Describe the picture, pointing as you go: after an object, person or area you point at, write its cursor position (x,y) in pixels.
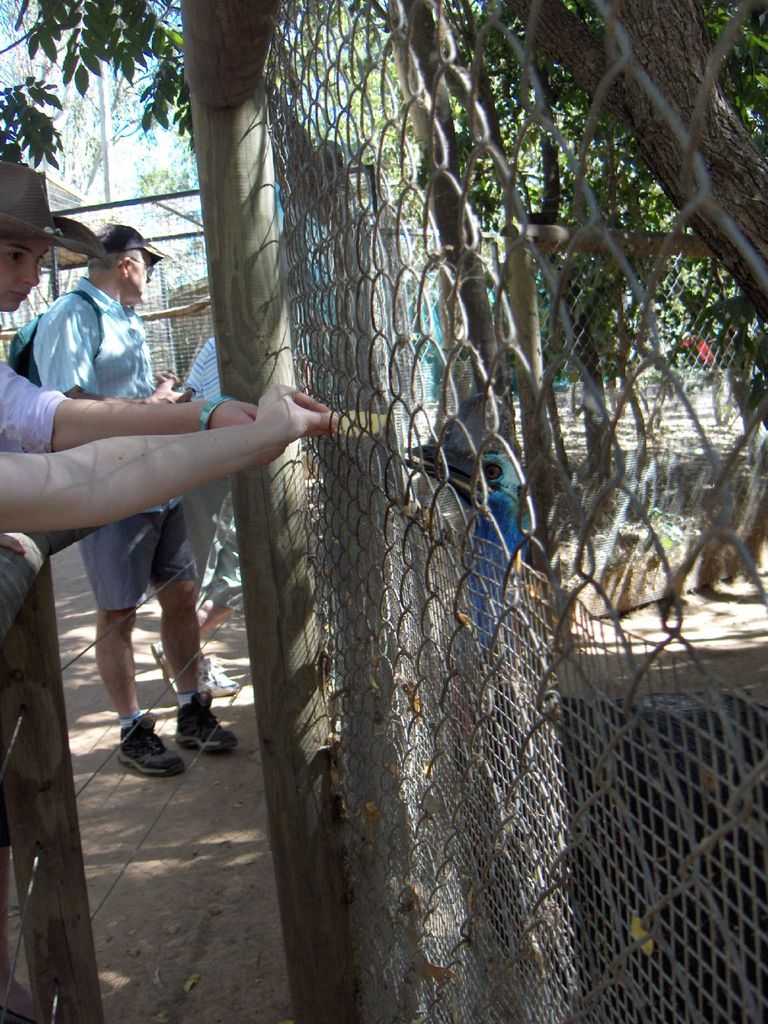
There are few people (85,438) standing. This looks like a fencing sheet (541,619). I think this is a bird (487,479). On the left side of the image (116,478), I can see a person's hand (197,462). These are the trees (641,100).
